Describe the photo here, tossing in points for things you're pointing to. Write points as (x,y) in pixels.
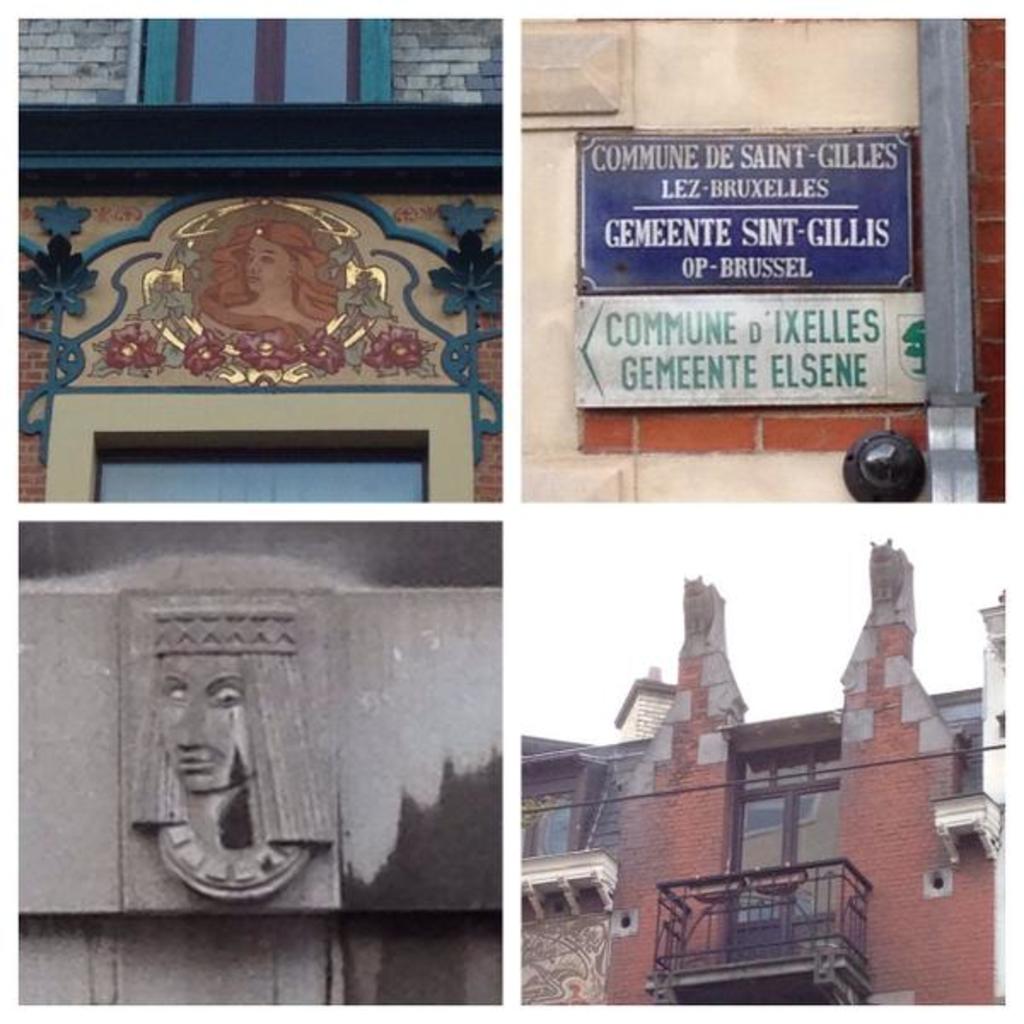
In the image there is a collage of four pictures. In the first picture, on the wall (278,292) there is painting (264,259) and design (162,311). And also there is a glass window (339,100). In the second picture, on the wall (792,49) there are name plates (786,209) with names (816,154). In the third picture, there is a sculpture (190,671) on the wall (387,802). And in the fourth image there is a building wall (927,824) with glass doors (831,844), railings (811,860) and pillars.
